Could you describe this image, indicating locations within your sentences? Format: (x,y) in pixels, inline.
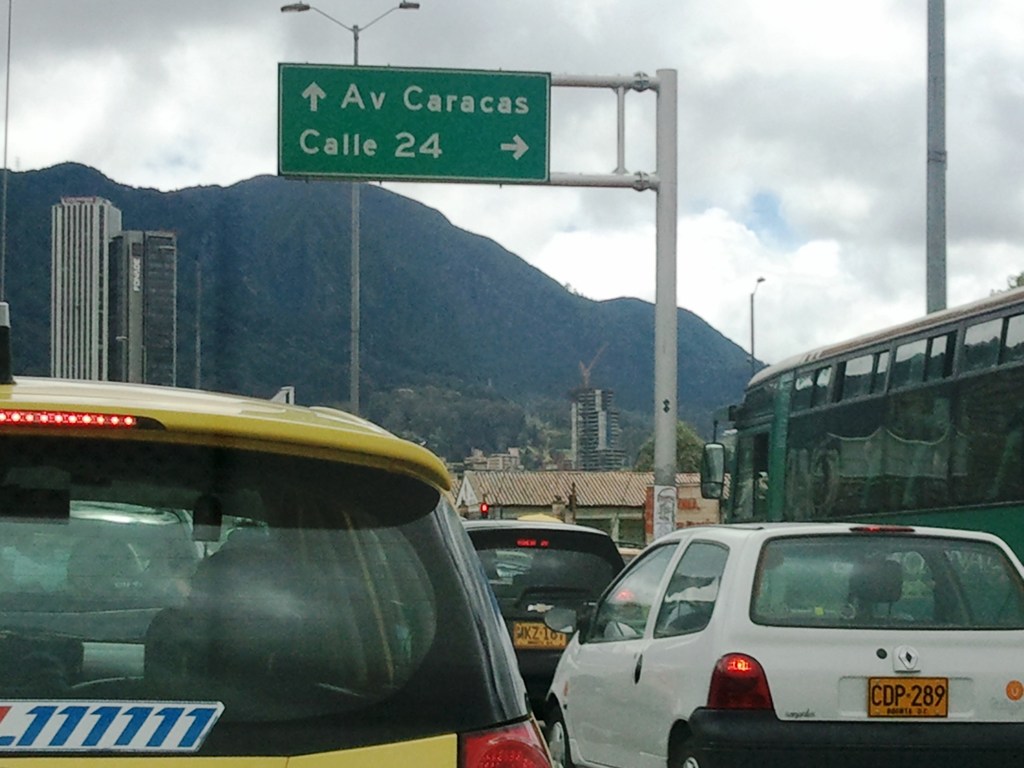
In this image, we can see buildings (564,522), vehicles (757,470), sign boards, poles (665,366), trees (691,442) and in the background (310,256), we can see hills (524,318). At the top (750,95), there is sky (783,196).
